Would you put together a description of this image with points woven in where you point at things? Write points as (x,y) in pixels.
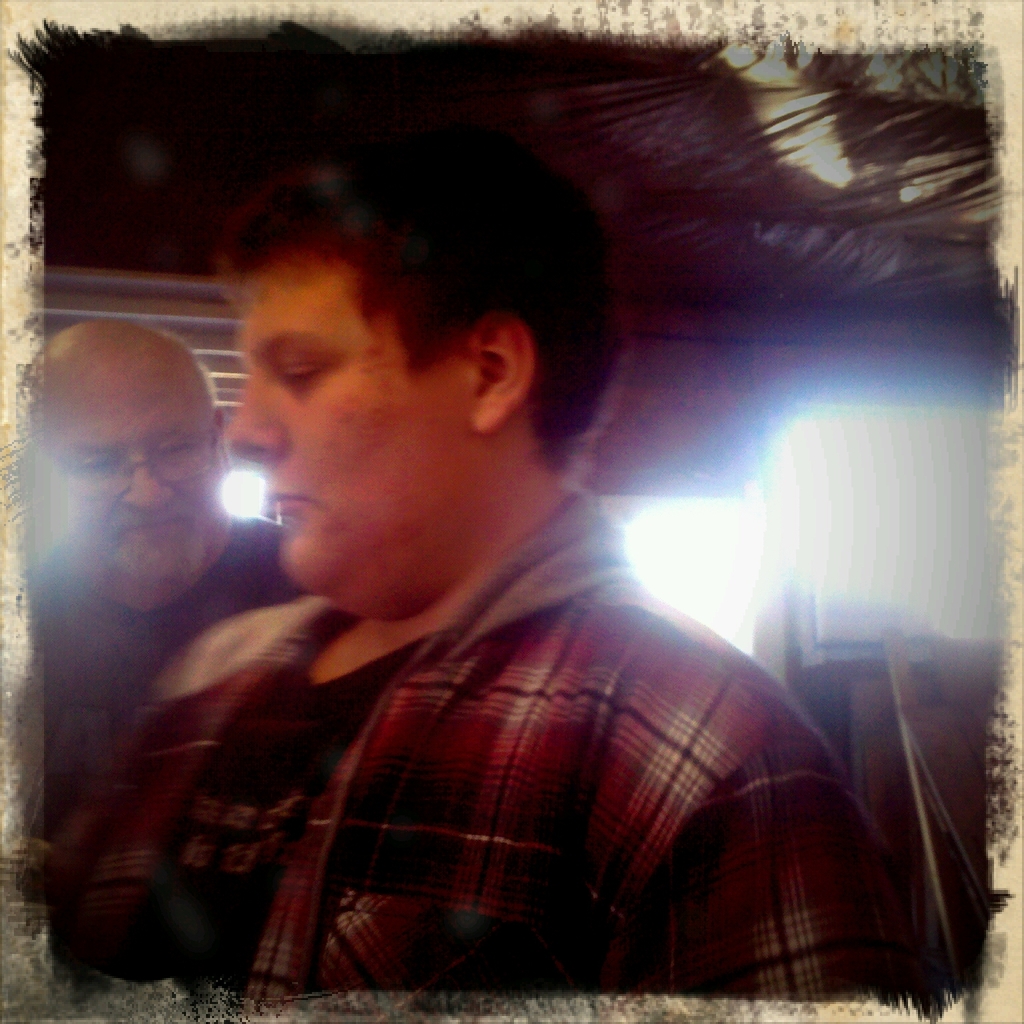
In this image I can see two persons (595,930), lights (691,528) and a rooftop (783,244). This image looks like a photo frame.
